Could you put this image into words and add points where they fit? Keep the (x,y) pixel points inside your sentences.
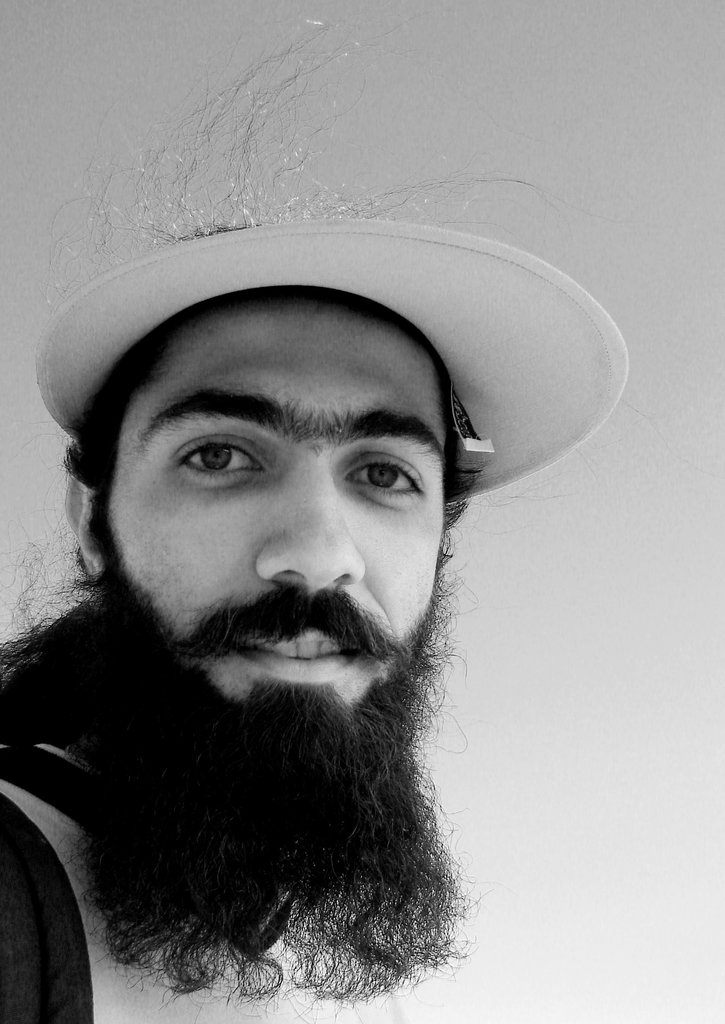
This is a black and white image. On the left side (191,745), there is a person (162,446), wearing a cap (356,294) and smiling. And the background (543,868) is white in color.
